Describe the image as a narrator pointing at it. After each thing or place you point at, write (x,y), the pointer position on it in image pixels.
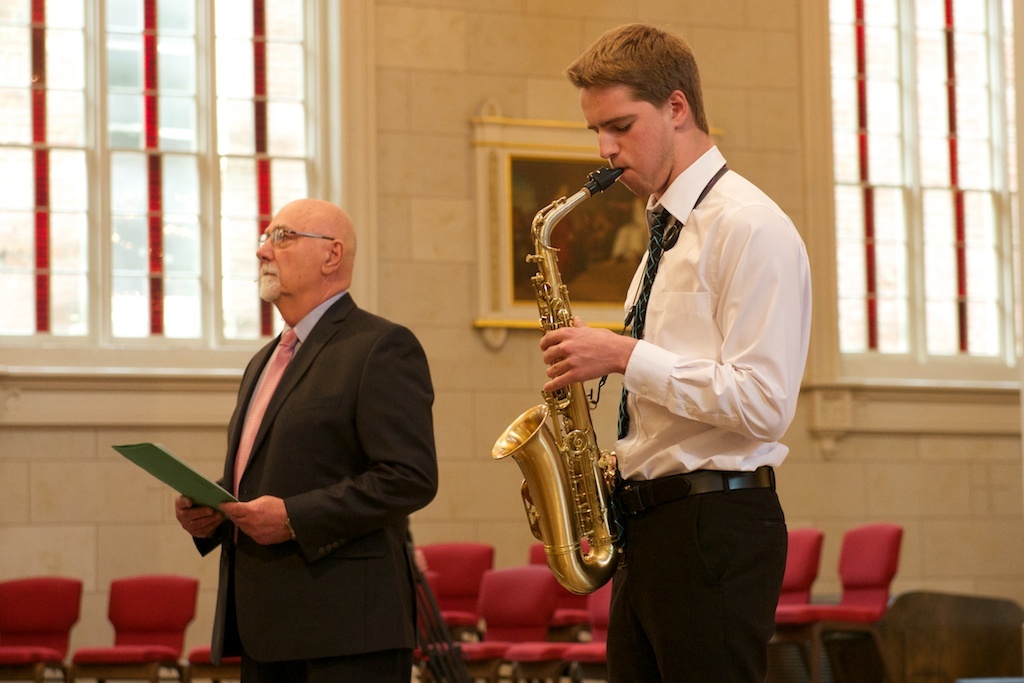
Here a man (683,622) is standing and playing a musical instrument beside of him there is a man (425,475). He wore a black color coat (314,412), tie (275,361), spectacles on the left side of an image (160,271) there is a window (112,184) here it's a wall (421,74) these are the chairs (37,682).
